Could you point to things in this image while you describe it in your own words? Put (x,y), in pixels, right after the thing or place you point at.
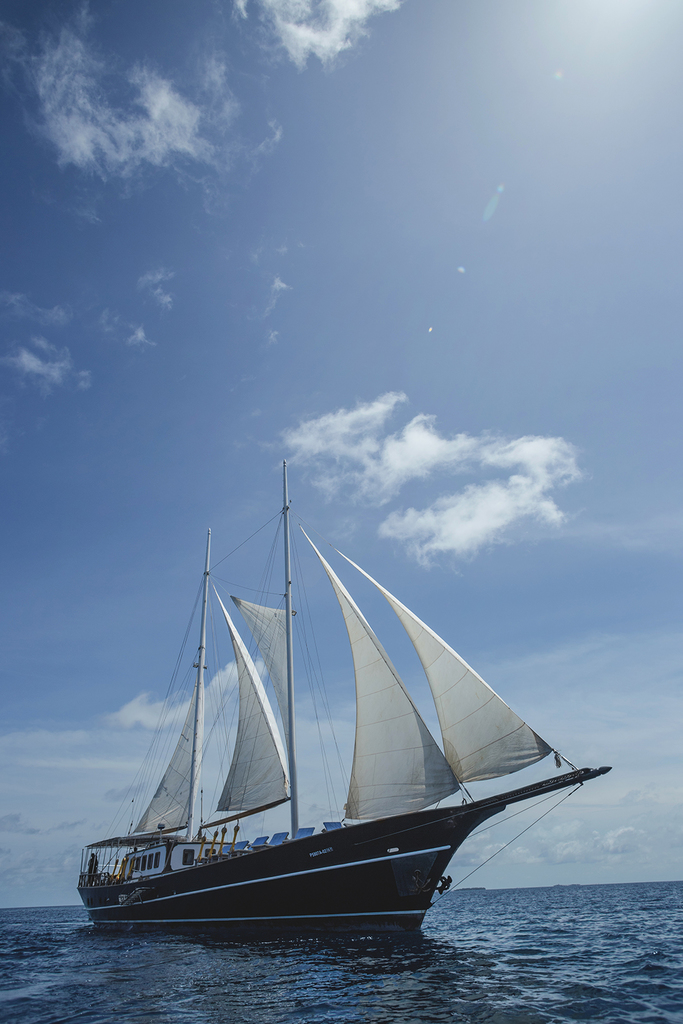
In this picture we can see a boat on the water (76,917). There are a few poles (193,771), sails (171,767) and other objects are visible on this boat (395,826). Sky (211,366) is blue in color and cloudy.
